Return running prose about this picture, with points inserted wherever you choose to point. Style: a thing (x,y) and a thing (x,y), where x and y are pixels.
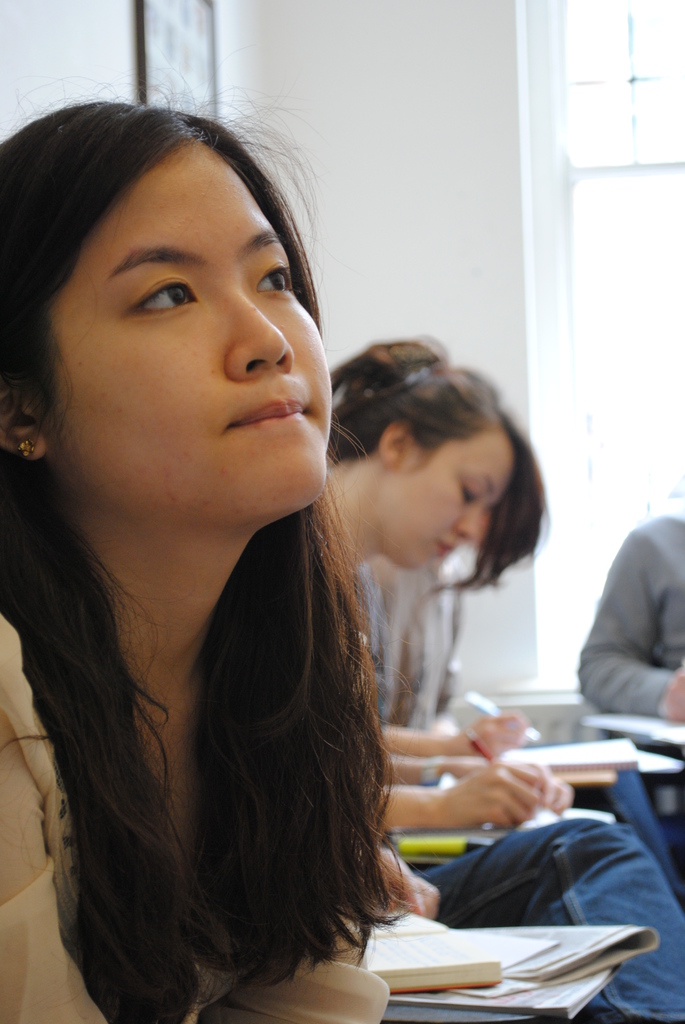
This image is taken indoors. In the background (314,118) there is a wall (225,46) with a picture frame (209,59) on it and there is a window (581,180). On the left side of the image (144,351) a girl (153,669) is sitting on the chair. In the middle of the image (427,645) three people (501,482) are sitting on the chair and writing with pens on the books (552,761) and there is a table (425,1013) with a few books (524,995) on it.
